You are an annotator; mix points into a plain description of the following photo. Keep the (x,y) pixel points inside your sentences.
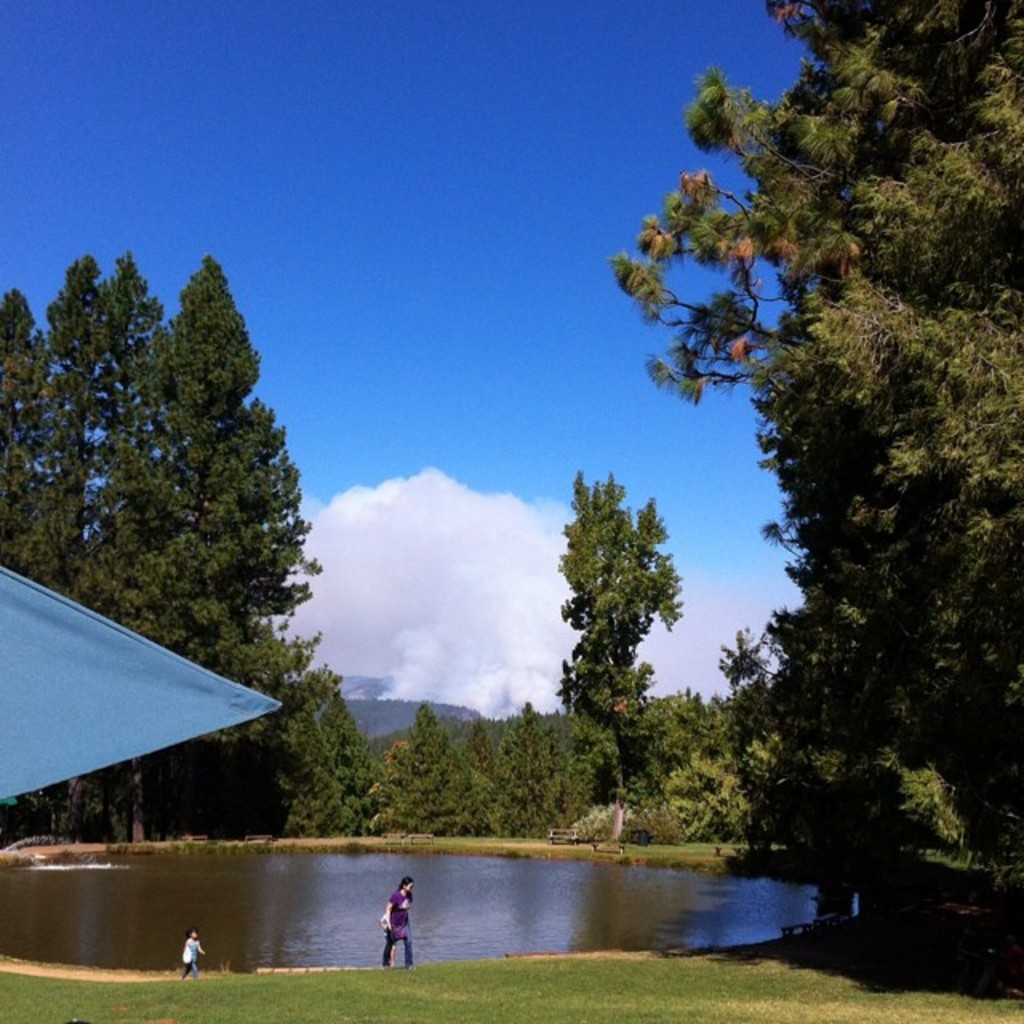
In this image, we can see two persons (187,968) are walking. At the bottom (488,1003), there is a grass (499,999) and water (468,930). Here we can see cloth (123,737). Background (550,823) there are so many trees (615,726), benches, plants (581,829), hill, smoke (464,674) and sky (376,367).
